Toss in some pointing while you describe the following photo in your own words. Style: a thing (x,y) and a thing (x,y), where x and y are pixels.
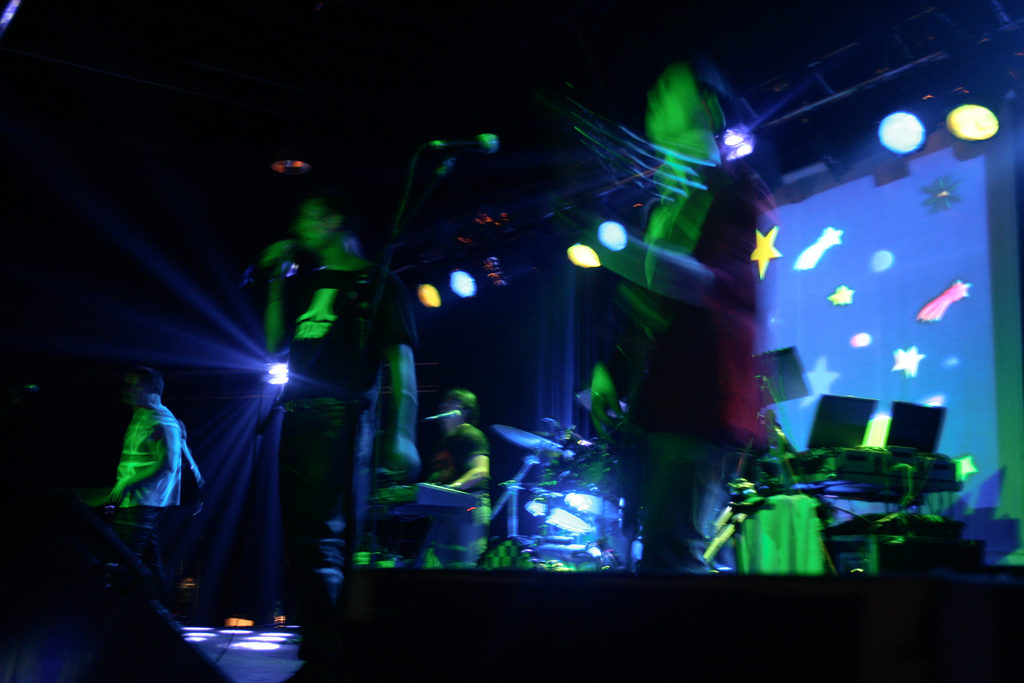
In this image I can see few persons (356,389) on the stage (414,594). Some of them are singing and others are playing musical instruments (542,498). I can see few colored lights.
